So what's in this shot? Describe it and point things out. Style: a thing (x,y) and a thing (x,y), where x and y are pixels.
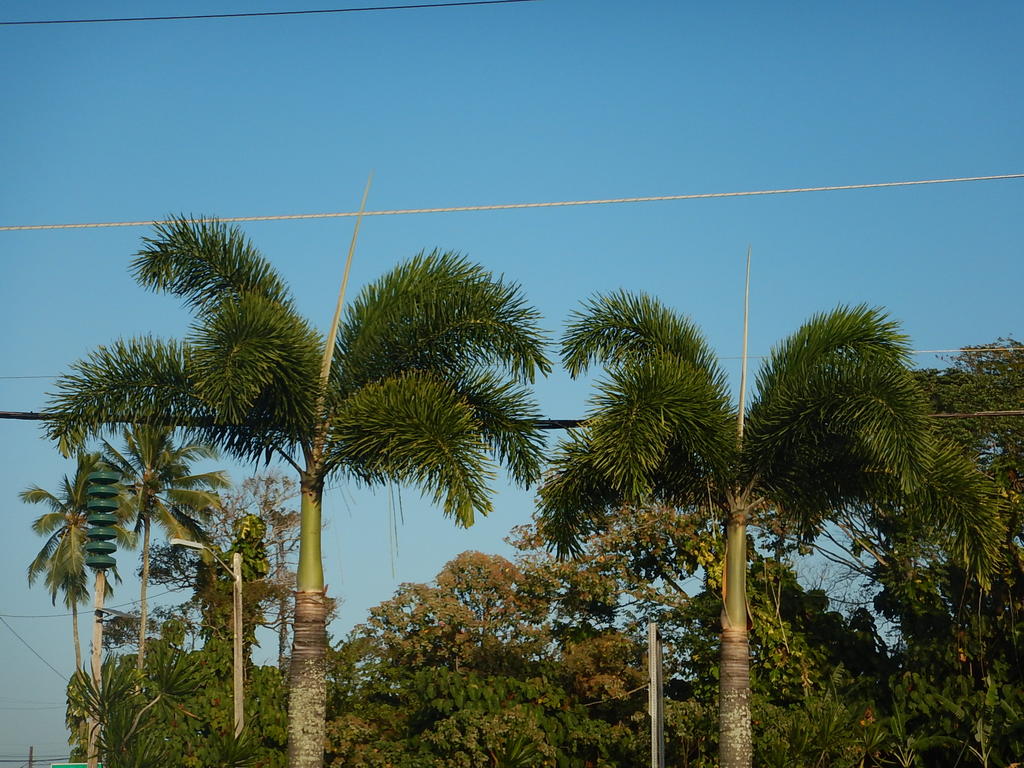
In this image we can see there are some tall trees (932,518) and in the background (656,196) there is blue sky (549,62).
